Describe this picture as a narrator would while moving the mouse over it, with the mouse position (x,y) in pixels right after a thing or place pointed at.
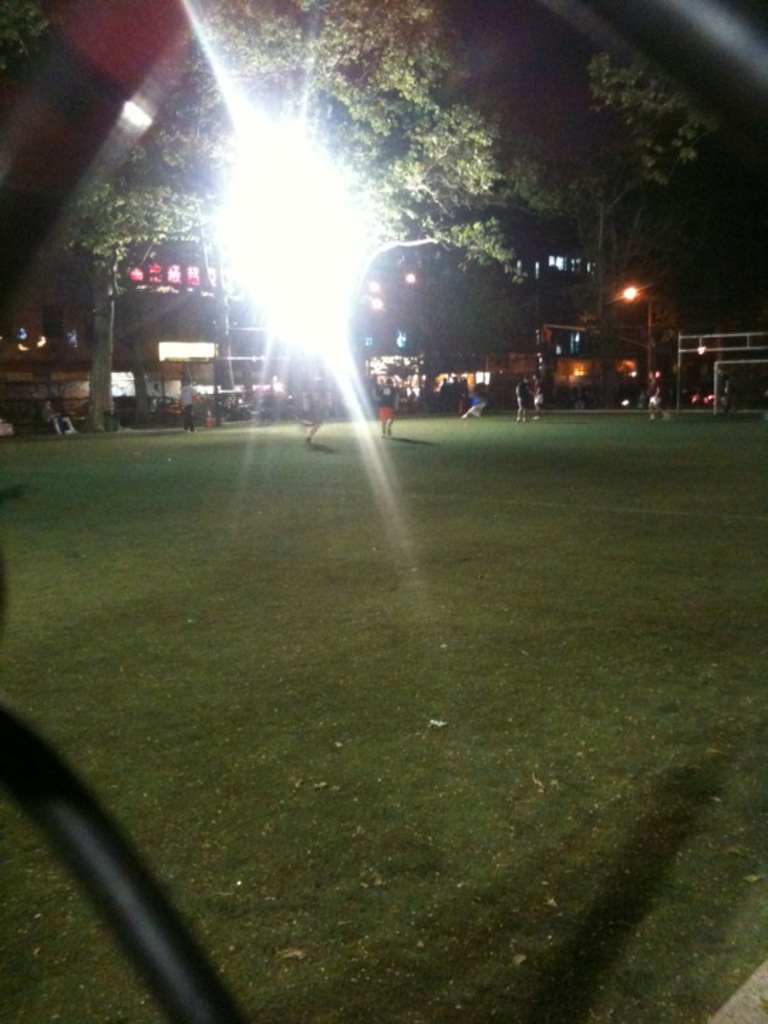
In the image we can see there are people (186,411) standing on the ground (352,425) and the ground (324,454) is covered with grass (365,461). There is lighting (331,182) and behind there are trees (415,267) and buildings (27,366).
